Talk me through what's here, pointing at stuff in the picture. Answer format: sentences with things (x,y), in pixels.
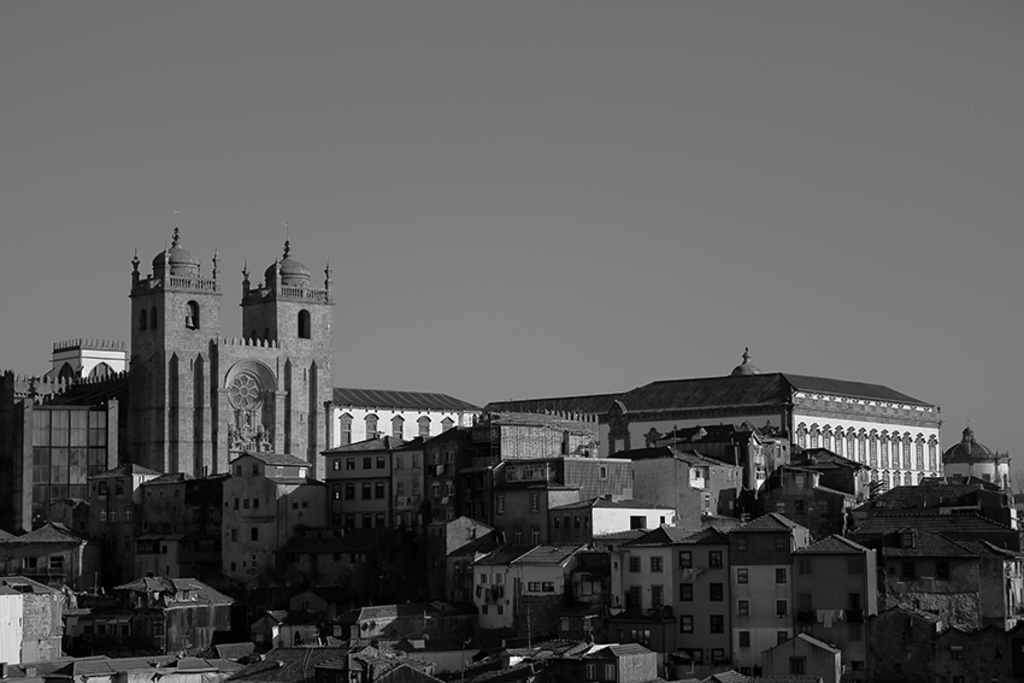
In this picture I can see many buildings (464,627), monuments (300,338), shed (901,492) and church (294,434). At the top (738,169) there is a sky (754,213). At the bottom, on the roof (379,676) of the building (536,661) I can see some poles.
